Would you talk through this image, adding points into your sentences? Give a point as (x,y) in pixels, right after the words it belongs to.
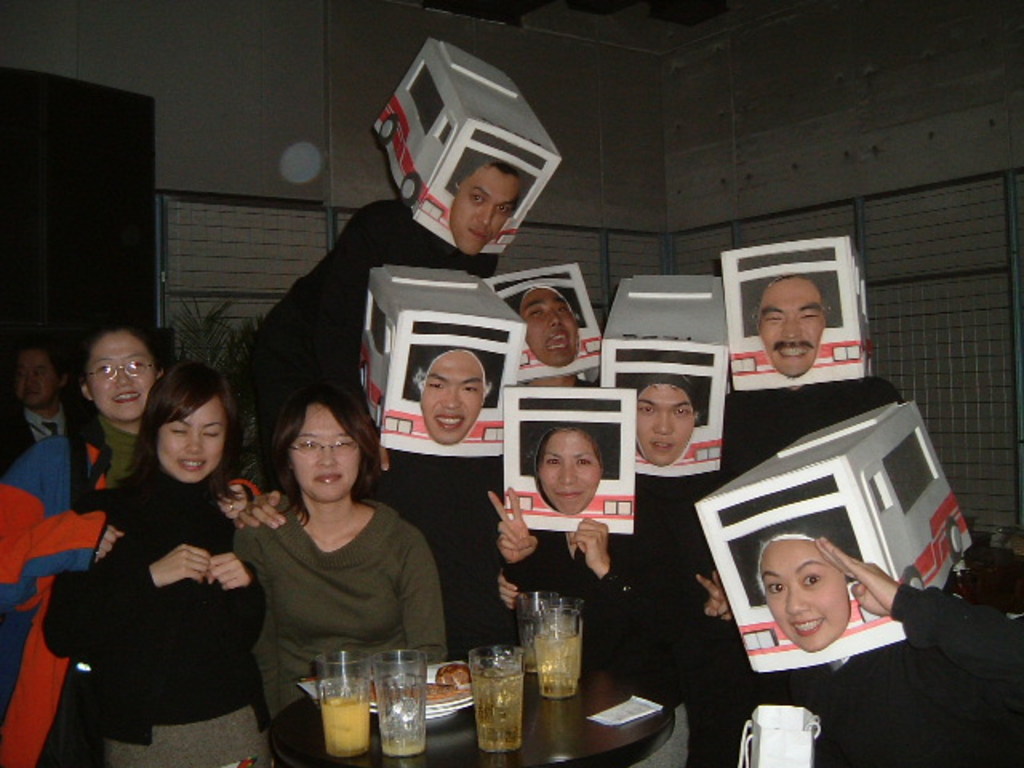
In this image we can see a few people (556,469), some of them are wearing boxes (565,418) on their heads (548,318), in front of them there is a table (568,742), on that table (563,702), we can see glasses (481,701) of drink (485,696), food items (451,696) on a plate (434,705), and a paper (658,706), behind them there are walls (805,166).
